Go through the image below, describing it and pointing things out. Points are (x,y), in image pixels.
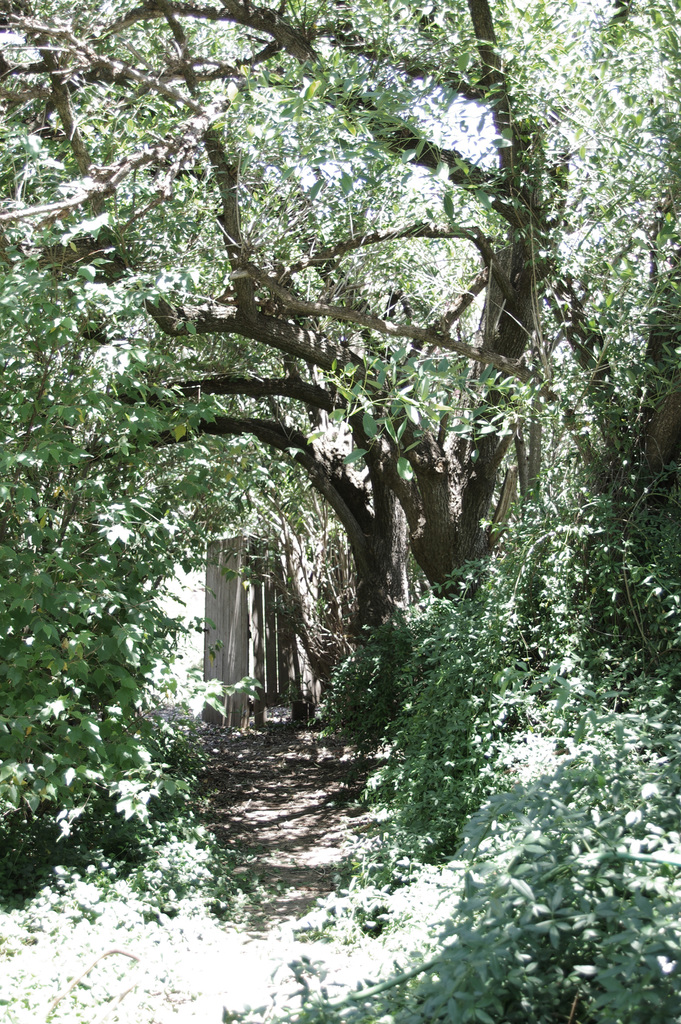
In this image I can see a path (320,855) in the center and on the both sides of the path (288,810) I can see number of trees (37,625).
